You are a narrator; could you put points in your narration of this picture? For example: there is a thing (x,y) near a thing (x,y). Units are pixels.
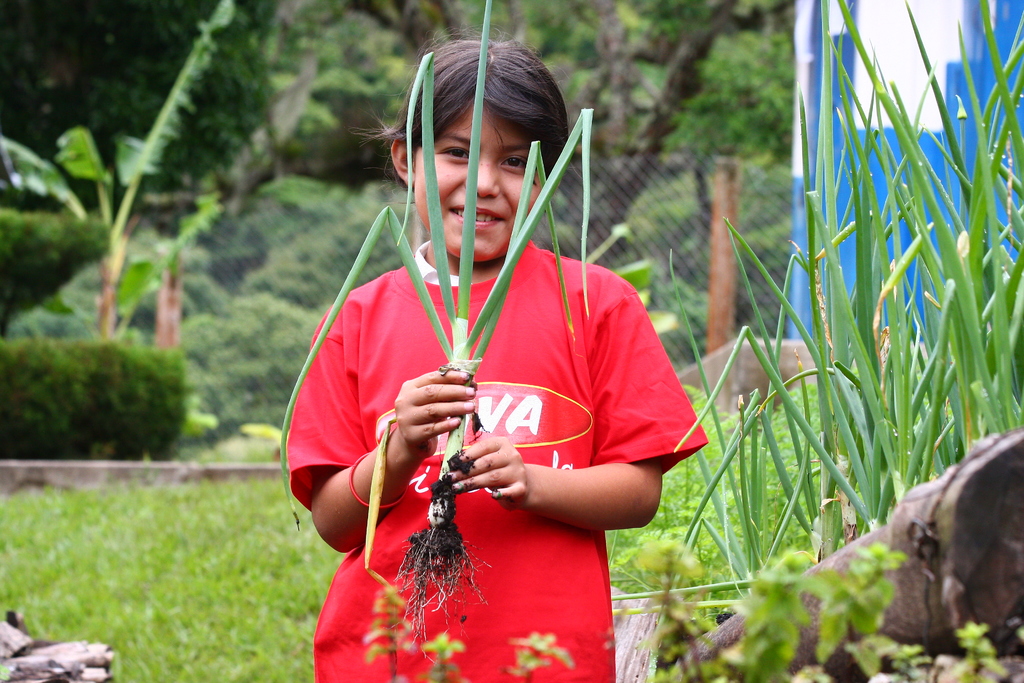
In this image I can see a girl (391,385) and I can see she is holding a plant (586,117). I can also see she is wearing the red colour t-shirt (478,397) and on her face (491,175) I can see smile (492,217). In the background (309,566) I can see few more plants (963,333), grass (44,507), fencing (712,260) and number of trees (587,24). On the right side of this image (845,83) I can see a white and blue colour thing (899,35).
